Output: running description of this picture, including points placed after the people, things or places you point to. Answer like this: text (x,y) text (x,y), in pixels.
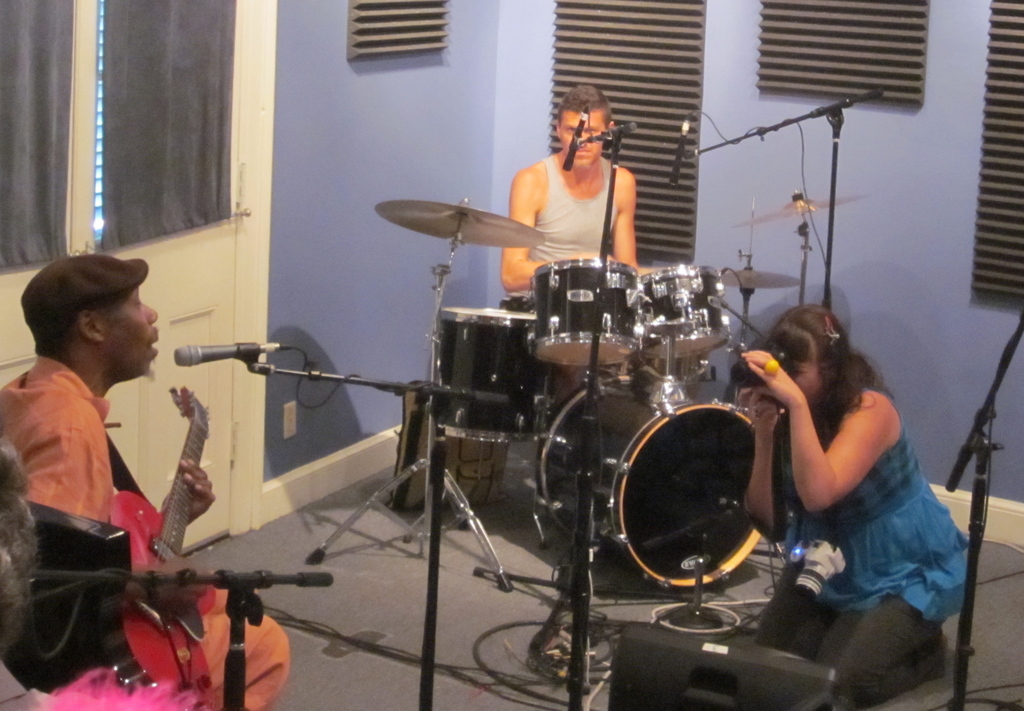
In this picture we can see three people (595,191), musical instruments (572,329), mics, cameras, cables (523,621), walls (389,132) and some objects (637,107).
